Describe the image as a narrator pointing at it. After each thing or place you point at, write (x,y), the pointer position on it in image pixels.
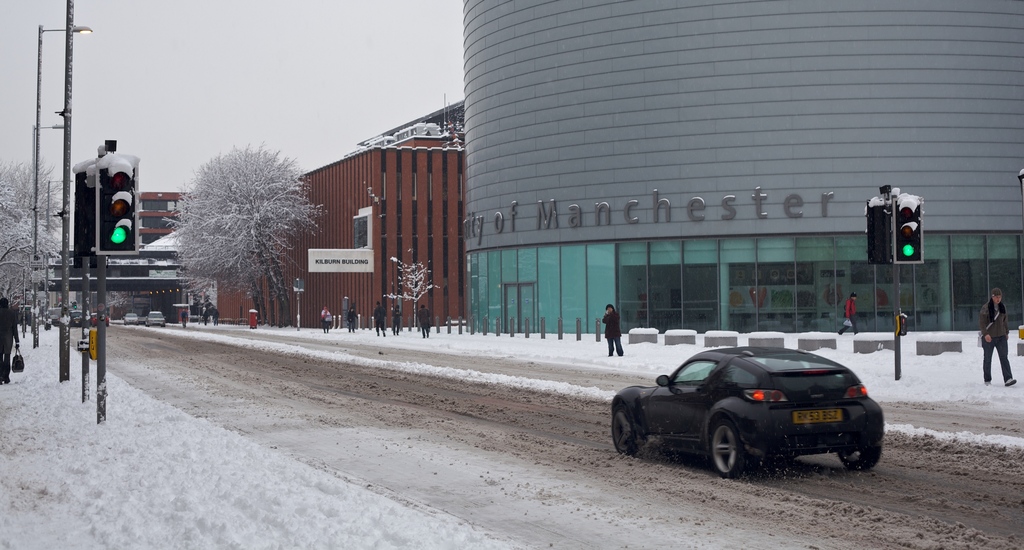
In the picture I can see car (700,407) which is black in color is moving on road (150,330), there are some persons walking through the walkway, there is snow (78,487), there are some poles (101,317), traffic signals (121,188) and in the background of the picture (394,193) there are some trees (300,201), buildings (350,206) and top of the picture (327,65) there is cloudy sky (318,70).
